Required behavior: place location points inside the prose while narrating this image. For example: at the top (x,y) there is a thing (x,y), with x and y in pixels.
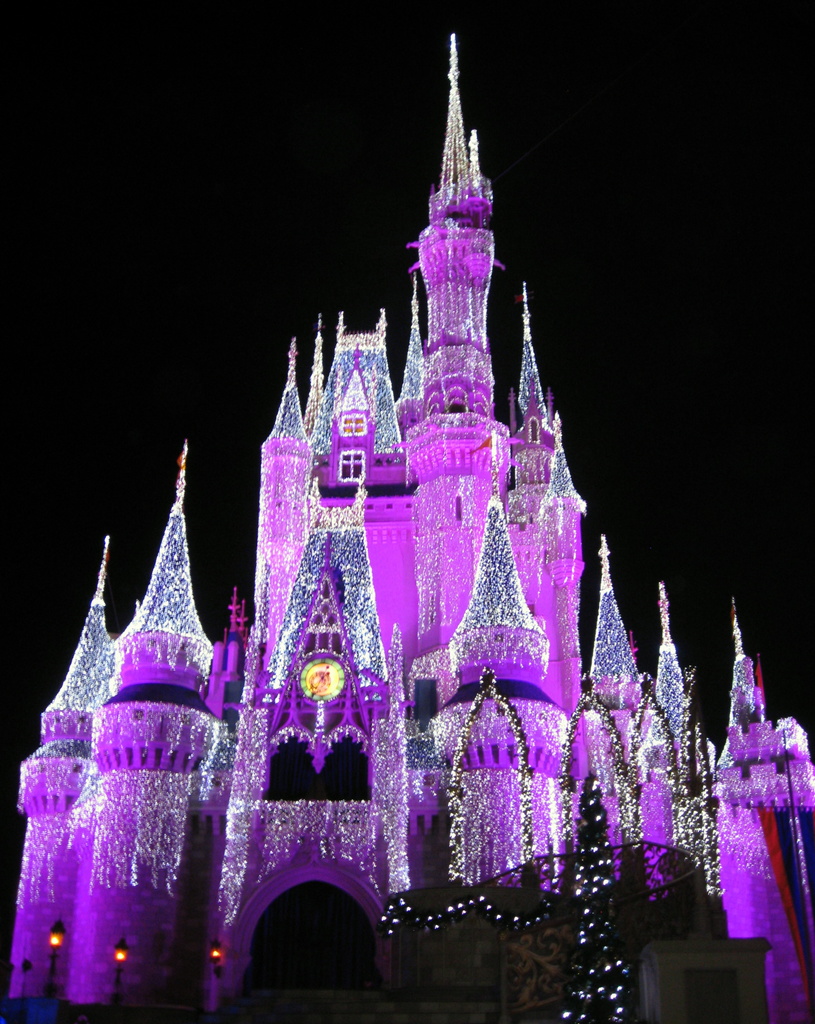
In this image, in the middle (448,676), we can see a building (333,799), window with lights (472,721). In the background (32,338), we can see black color.
